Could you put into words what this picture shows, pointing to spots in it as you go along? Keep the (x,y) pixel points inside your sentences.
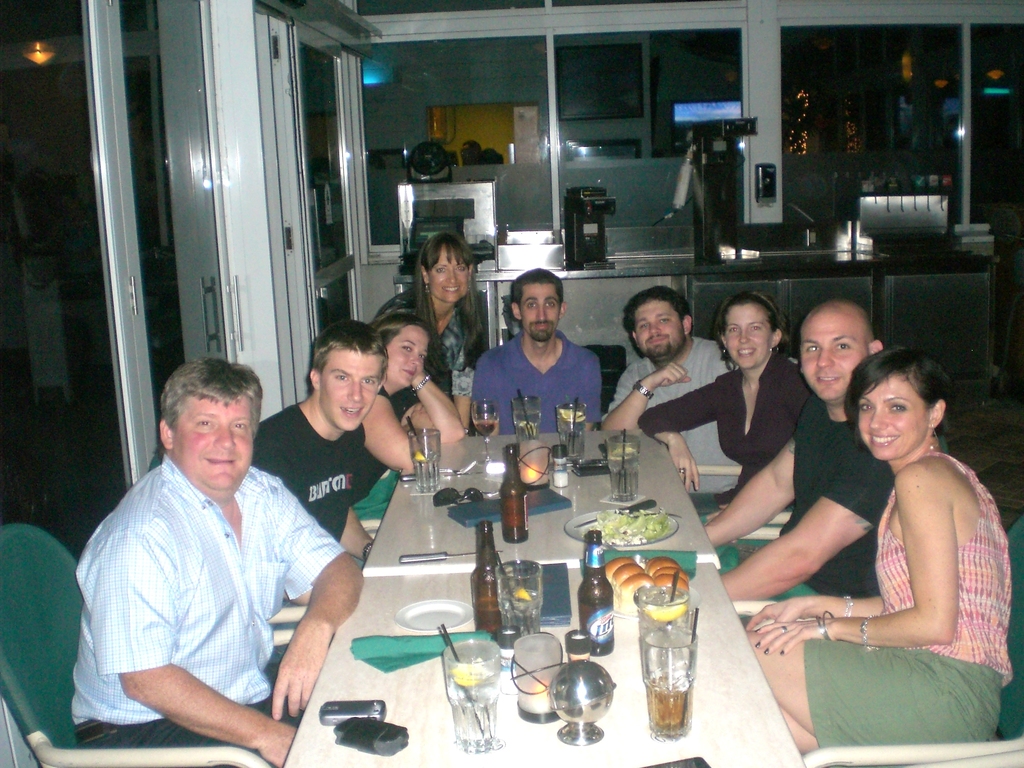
In this image there are group of people (227,477) sitting on the chairs (715,469) and smiling, and on the table (561,532) there are glasses (635,445) with sticks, bottles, plates (671,528), napkins (409,656), buns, and some other items (470,494), and in the background (470,187) there are some machines (915,216).
